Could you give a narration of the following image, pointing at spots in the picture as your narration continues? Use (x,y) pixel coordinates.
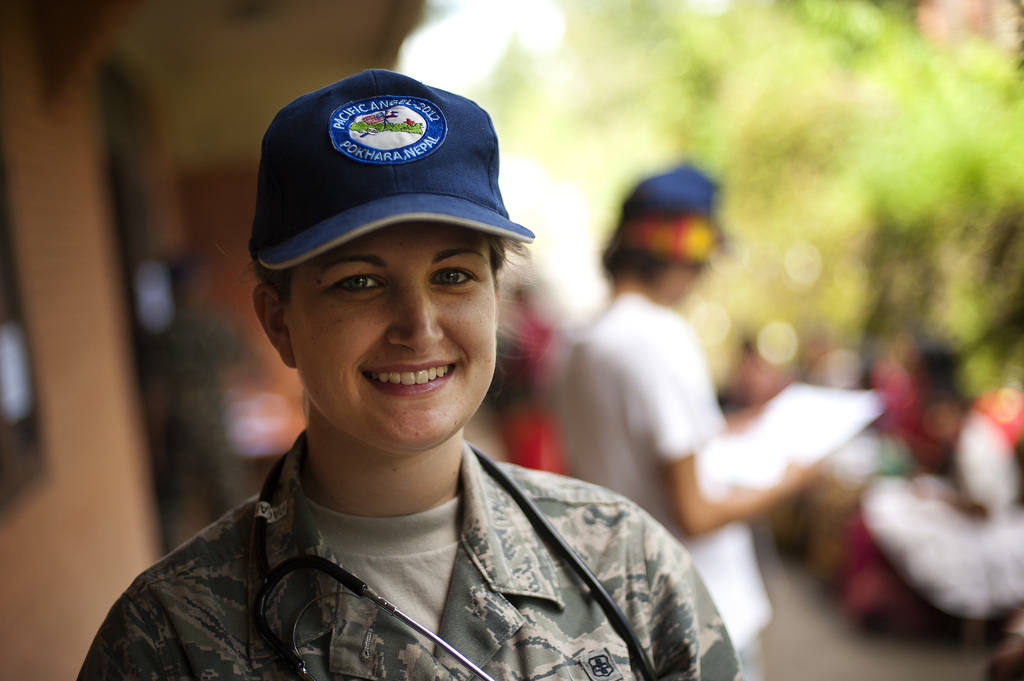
In the foreground of this image (393,558), there is a woman (427,527) wearing stethoscope (268,600) and a cap (368,207) on her head (316,282). Behind her, there is a person (679,428) standing and holding an object (802,417) and remaining objects (806,99) are not clear.
